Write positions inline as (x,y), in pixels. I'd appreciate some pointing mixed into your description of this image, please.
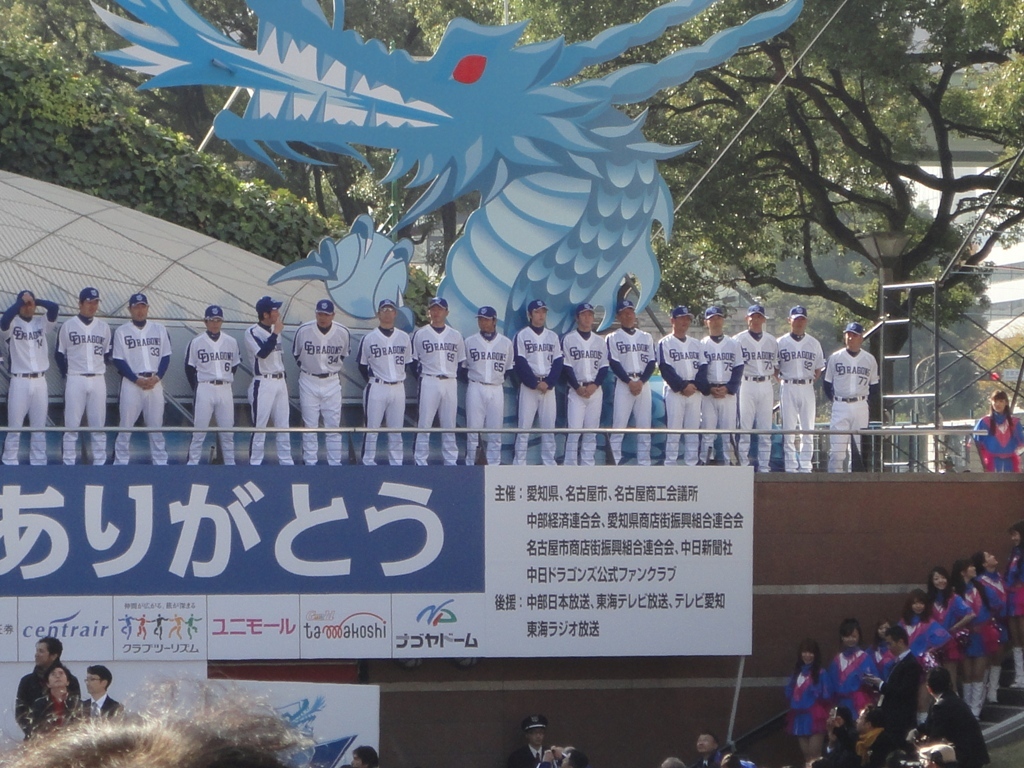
In the image I can see a place (167,453) where we have some people (321,364) who are wearing same dress (303,355), hats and standing and behind there is a cartoon (443,162) which is in the shape of a dragon (516,226).
